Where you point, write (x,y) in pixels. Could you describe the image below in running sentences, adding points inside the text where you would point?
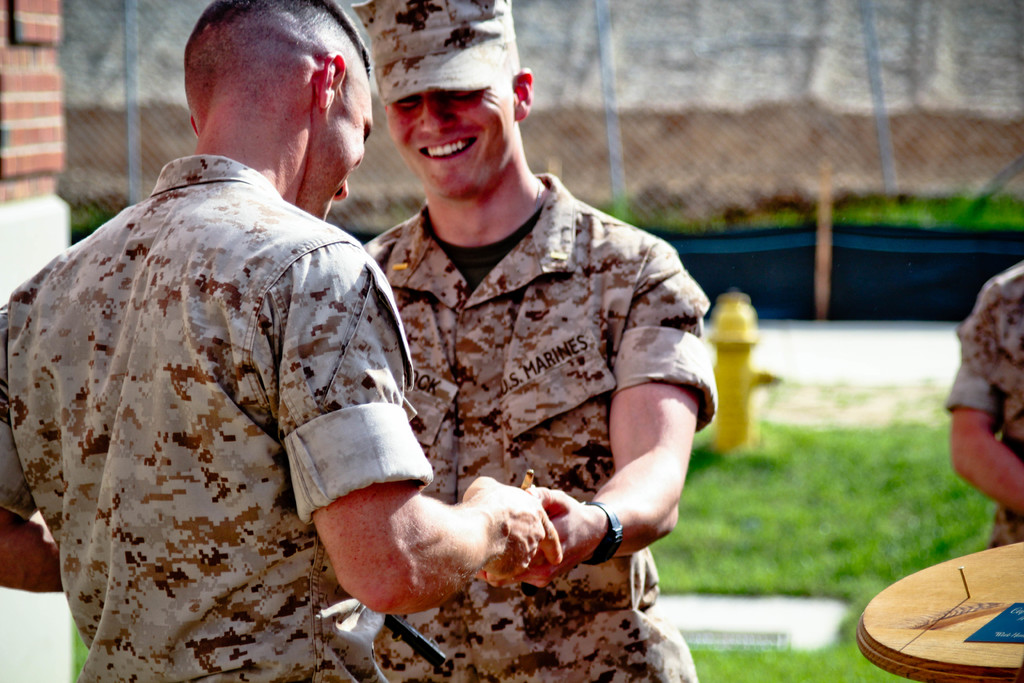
These three persons (599,479) are standing and these two persons (408,307) are smiling and holding hands (526,554) each other and this person (610,541) wear cap (432,43). On the background (591,53) we can see fence (967,126), grass (863,517). We can see table (955,602).
